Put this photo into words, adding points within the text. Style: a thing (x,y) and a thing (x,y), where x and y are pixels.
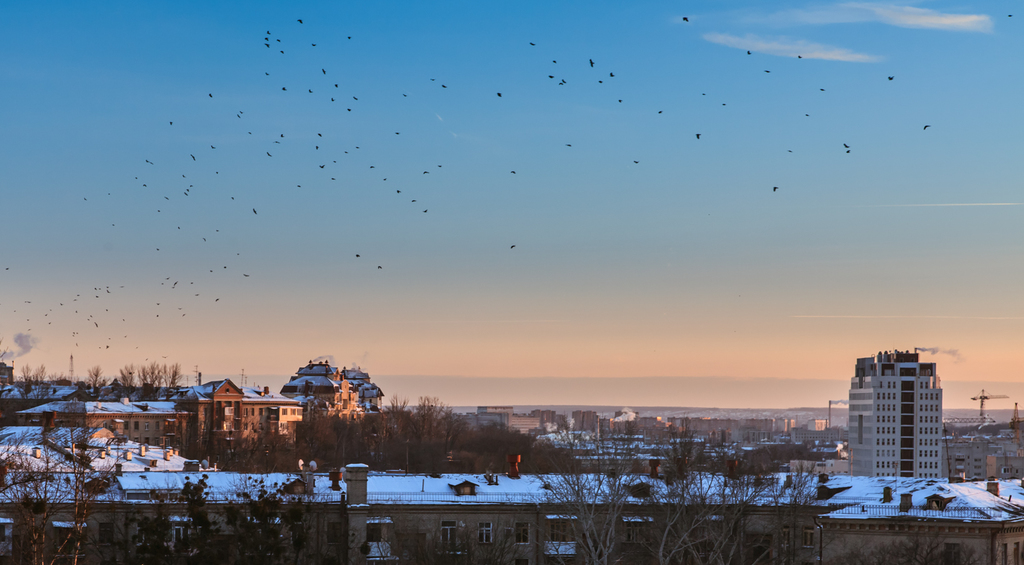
In this image there are so many birds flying in the air (492,191). At the bottom (277,431) there are buildings (239,403) which are covered with the snow (298,383). In between the buildings (258,411) there are trees (435,440).
